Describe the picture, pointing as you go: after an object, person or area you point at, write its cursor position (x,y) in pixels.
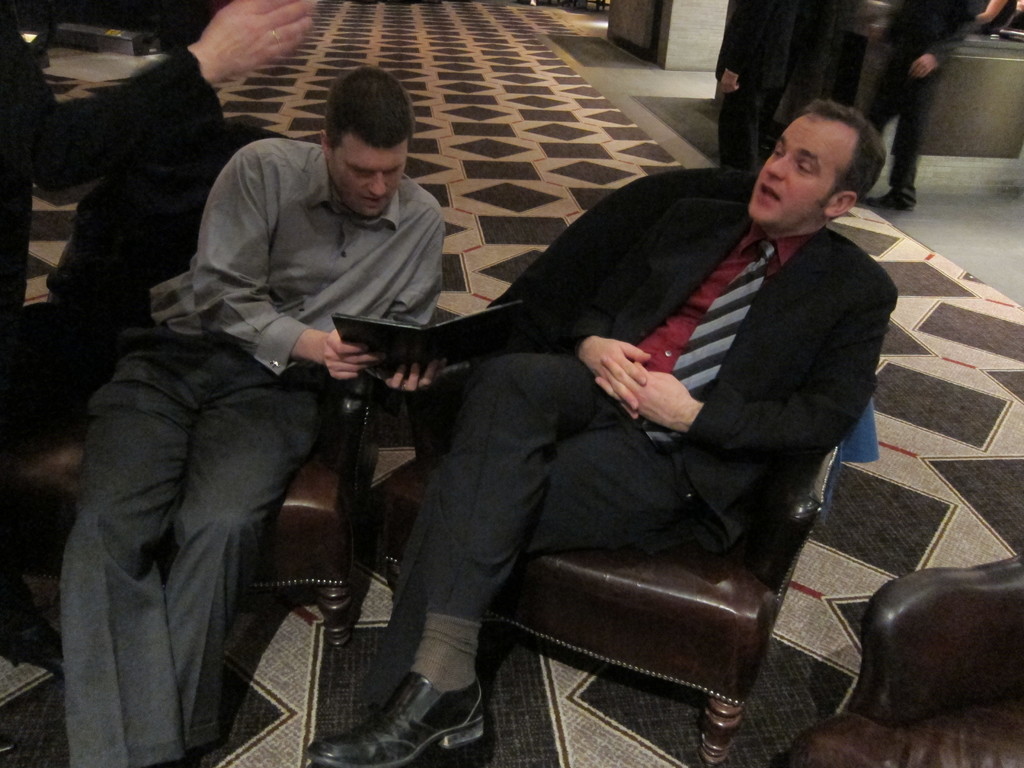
In this image I can see few people (92,461) are sitting on chairs (80,407). In the background (751,134) I can see few more people (900,107) and here one hand (234,49) of a person (270,38).
